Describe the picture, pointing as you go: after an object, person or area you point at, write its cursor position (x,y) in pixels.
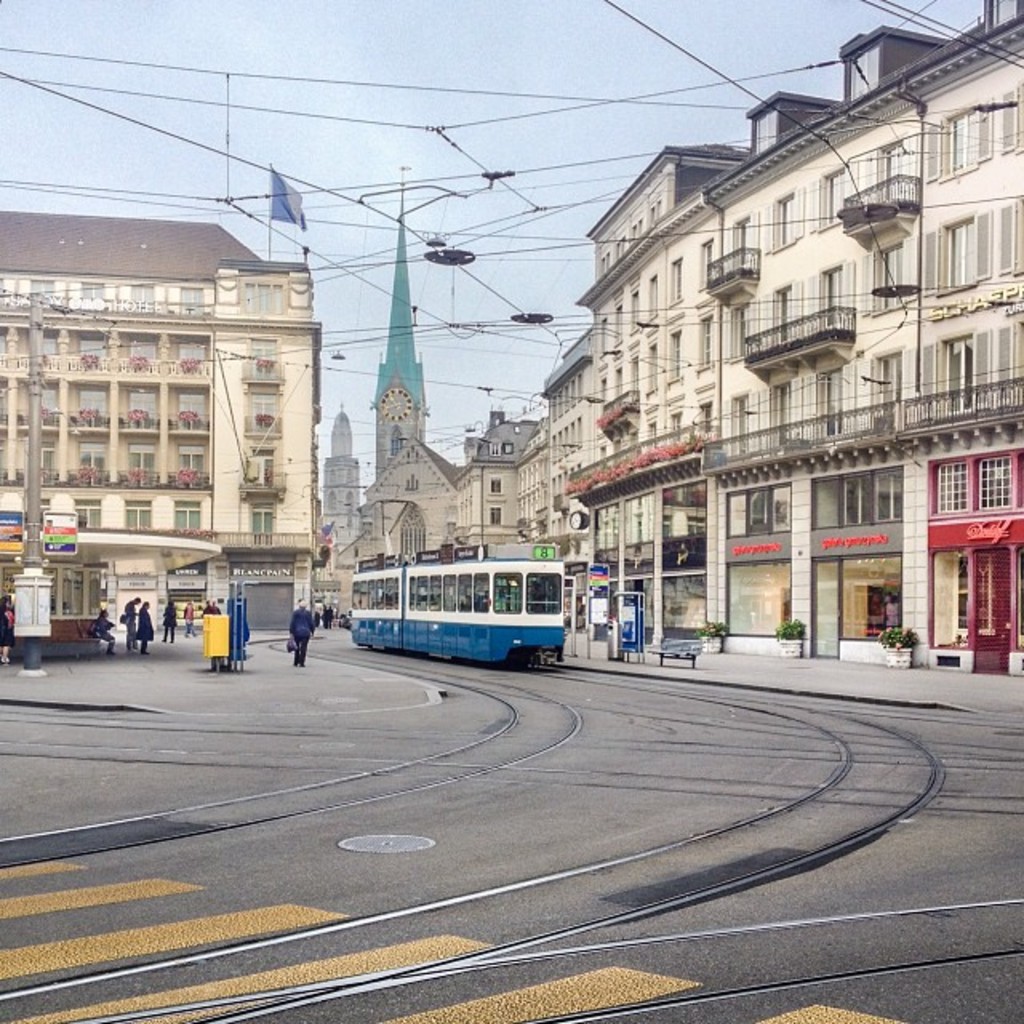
In this image, we can see a train (516,589) on the track (537,717). There are some buildings (602,482) and wires (311,250) in the middle of the image (516,429). There is a sky (534,359) at the top of the image (487,46).
